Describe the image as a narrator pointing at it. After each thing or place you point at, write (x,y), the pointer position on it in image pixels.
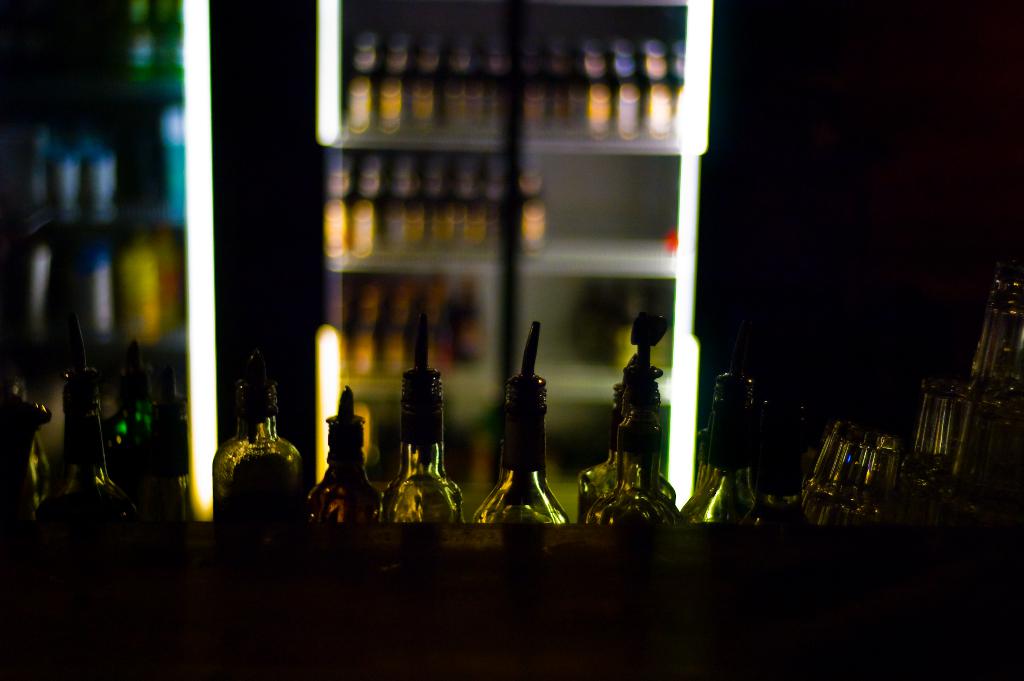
In this image I can see number of bottles (437,295).
